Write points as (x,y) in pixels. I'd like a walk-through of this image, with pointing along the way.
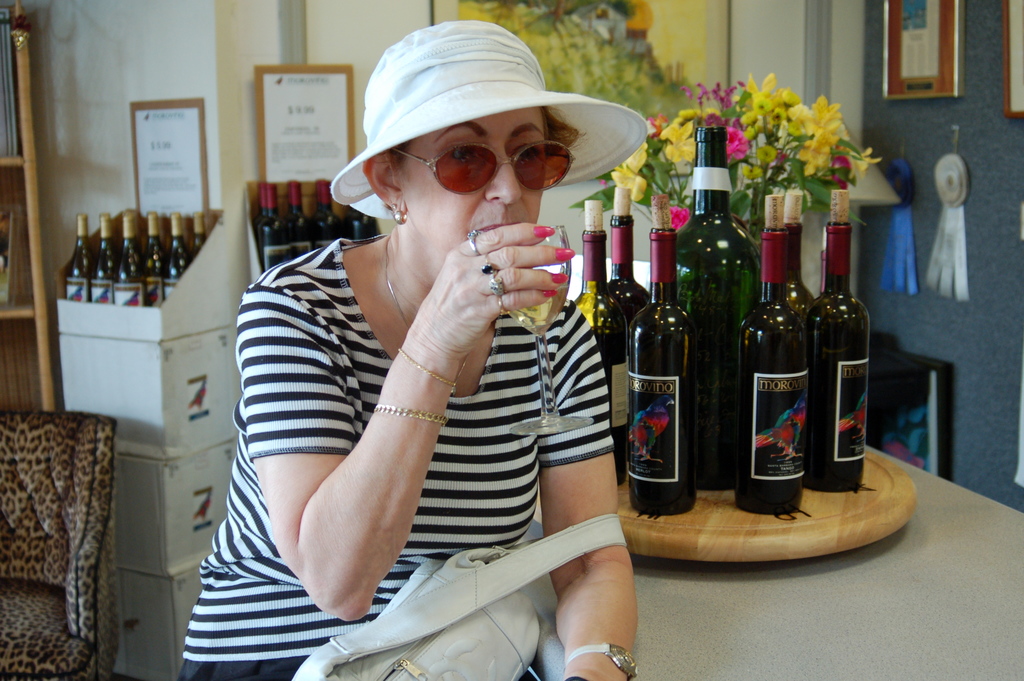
In this image there is a woman (493,284) sitting and drinking wine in the glass (526,423) and the back ground (545,70) there are group of wine bottles (716,433) in the table (925,479), flower (832,176), plant (771,176), frames (937,23) attached to wall (943,120), couch (65,516).
